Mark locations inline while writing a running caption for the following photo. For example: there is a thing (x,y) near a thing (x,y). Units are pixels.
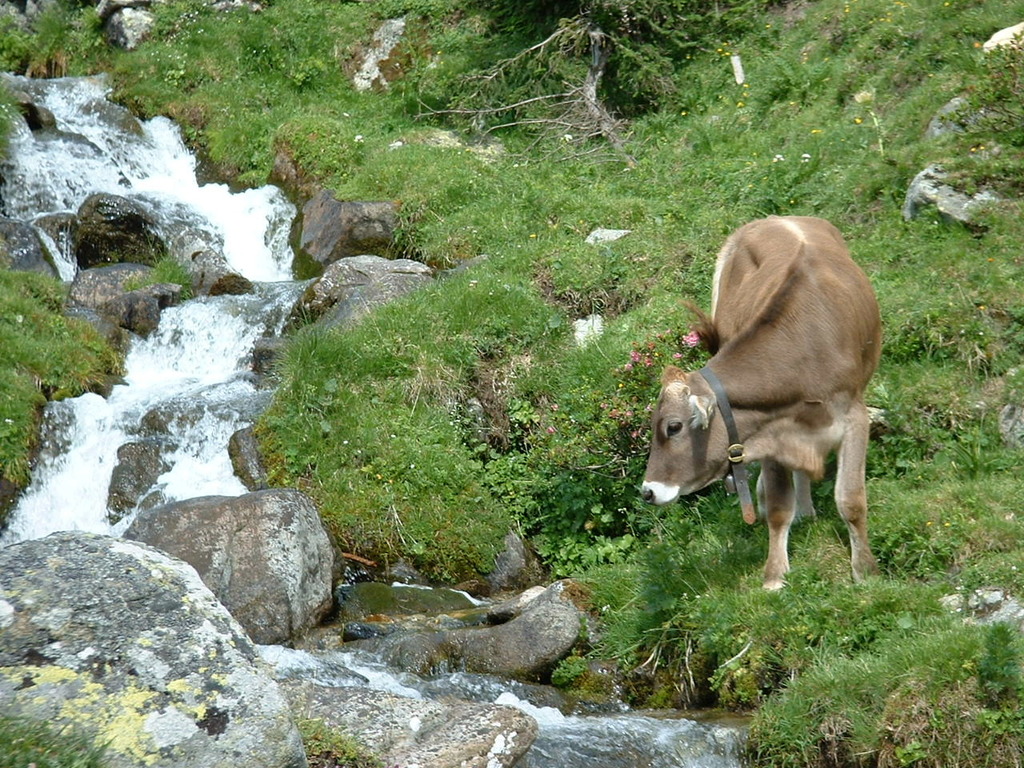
In this image there is a cow (696,329) on the right side (726,335). On the left side (175,322) there is a water flow (193,325) in between the stones (129,481). On the ground (539,350) there are plants (539,320) and stones (217,277).
